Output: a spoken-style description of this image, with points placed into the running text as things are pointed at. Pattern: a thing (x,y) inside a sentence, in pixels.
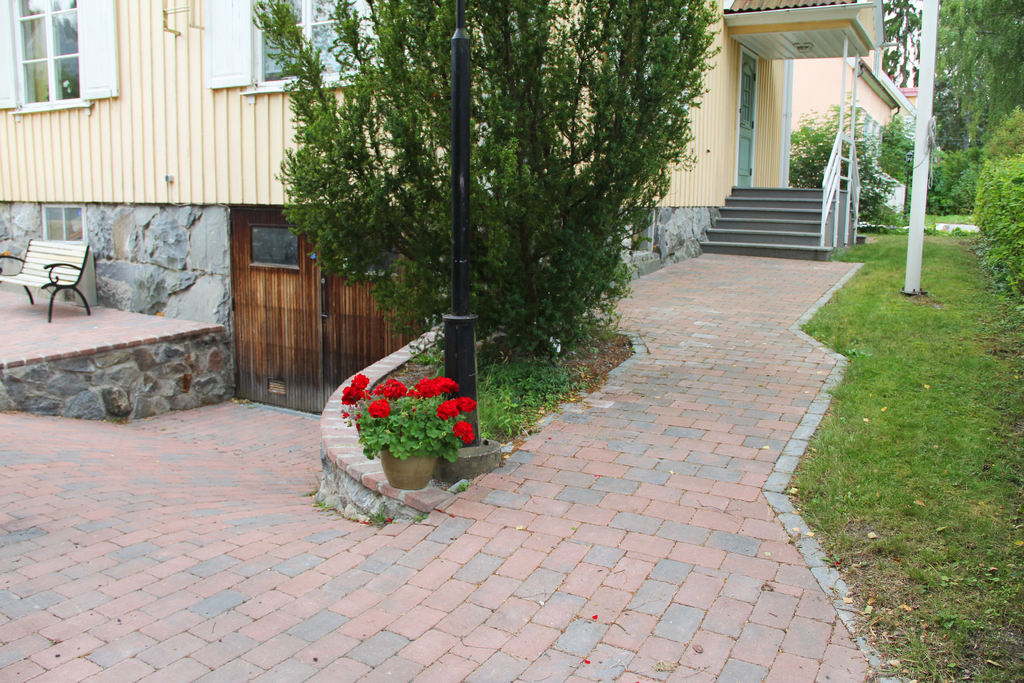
In this image we can see one building (820,44), one staircase (775,210), one plant (425,408) with red flowers (453,382) in the pot (416,472), two doors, one bench (28,268), one curtain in the window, one object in the window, some objects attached to the building (701,160), one black pole (461,343), one wire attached to the white pole (922,162), three objects (971,227) looks like rocks (939,227) on the ground (989,314), some dried leaves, some trees (988,218), some plants (986,280) and grass (912,384) on the ground (1021,625).
